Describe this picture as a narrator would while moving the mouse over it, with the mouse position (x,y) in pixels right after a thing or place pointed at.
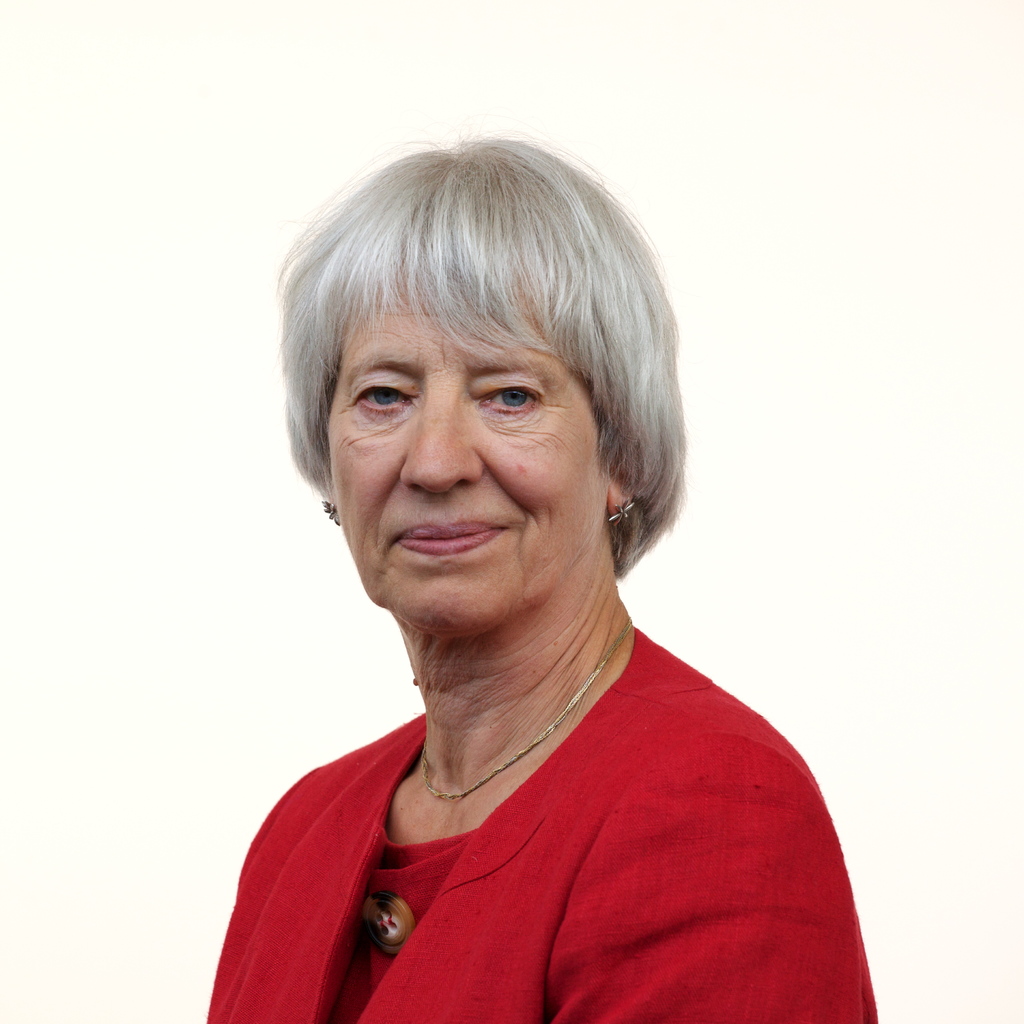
In the foreground (856,1018) I can see a woman (770,1018). In the background (174,717) I can see a white color. This image is taken may be in a room (925,653).
